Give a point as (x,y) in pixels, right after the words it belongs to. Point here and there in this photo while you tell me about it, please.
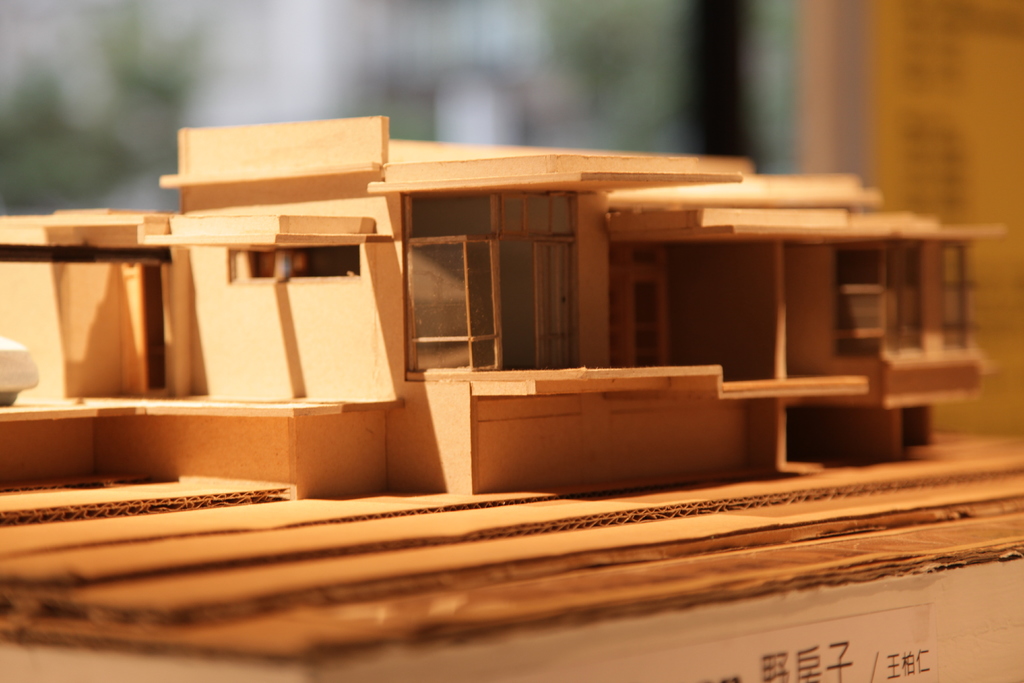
In this image I can see a toy wooden house (523,405). At the bottom (251,575) there is a card box (626,543). The background (361,96) is blurred.
